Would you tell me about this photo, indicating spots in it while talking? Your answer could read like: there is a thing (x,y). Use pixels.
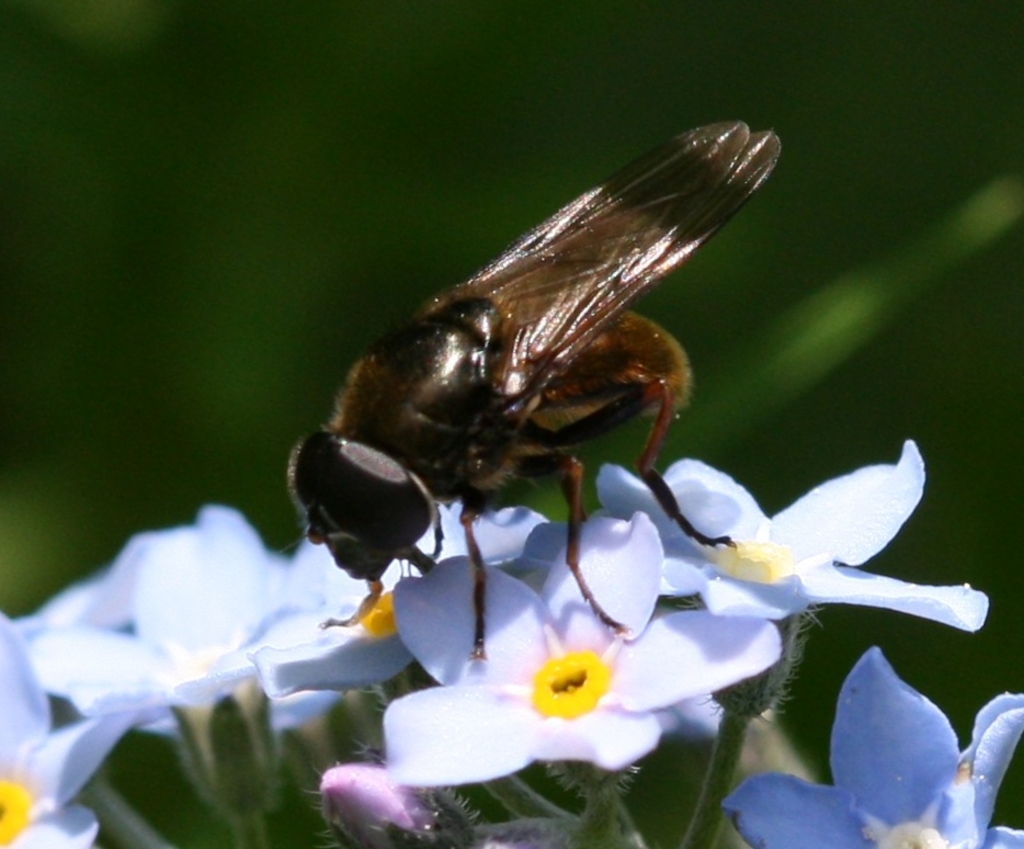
In the middle of this image (421,374), there is an insect (421,374) having wings (698,236) and legs (649,393) standing on the blue color flowers (591,551) of the plants (742,614). On the left side (79,816), there are two blue color flowers (97,746) of the plant (248,802). On the right side (1005,745), there is a blue color flower (921,739). And the background (36,112) is blurred.
